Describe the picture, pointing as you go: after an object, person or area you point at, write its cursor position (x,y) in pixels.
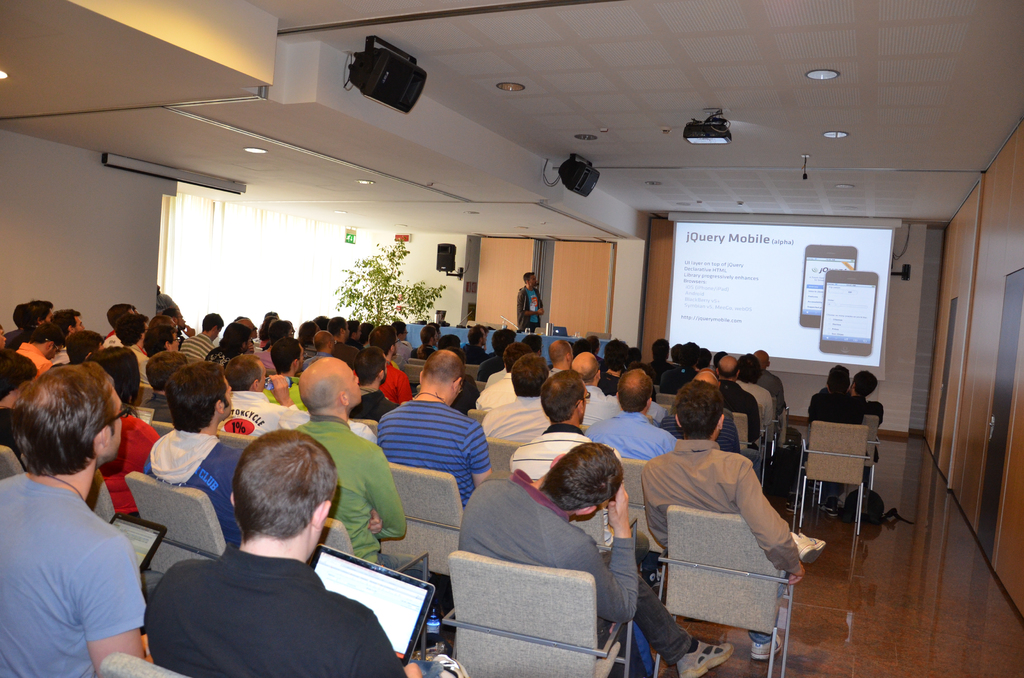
This picture is clicked in the conference hall (534,359). In this picture, we see many people (382,454) sitting on the chairs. The man (155,587) in the black T-shirt (259,595) is sitting on the chair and holding a laptop (403,633) in his hands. In front of them, we see the man (520,304) in grey jacket (527,294) is standing on the stage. In front of him, we see a table (462,344) which is covered with a blue cover sheet (462,331). On the table (516,329), we see water glass (529,332) and a water bottle (436,319). Beside the table (450,328), we see a flower pot (371,295) and a white curtain (273,278). In the background (839,284), we see the projector screen (723,289) displaying something. Beside that, we see the wall (954,276) in orange color. At the top of the picture (785,10), we see the ceiling (511,115) of the room (511,115).
